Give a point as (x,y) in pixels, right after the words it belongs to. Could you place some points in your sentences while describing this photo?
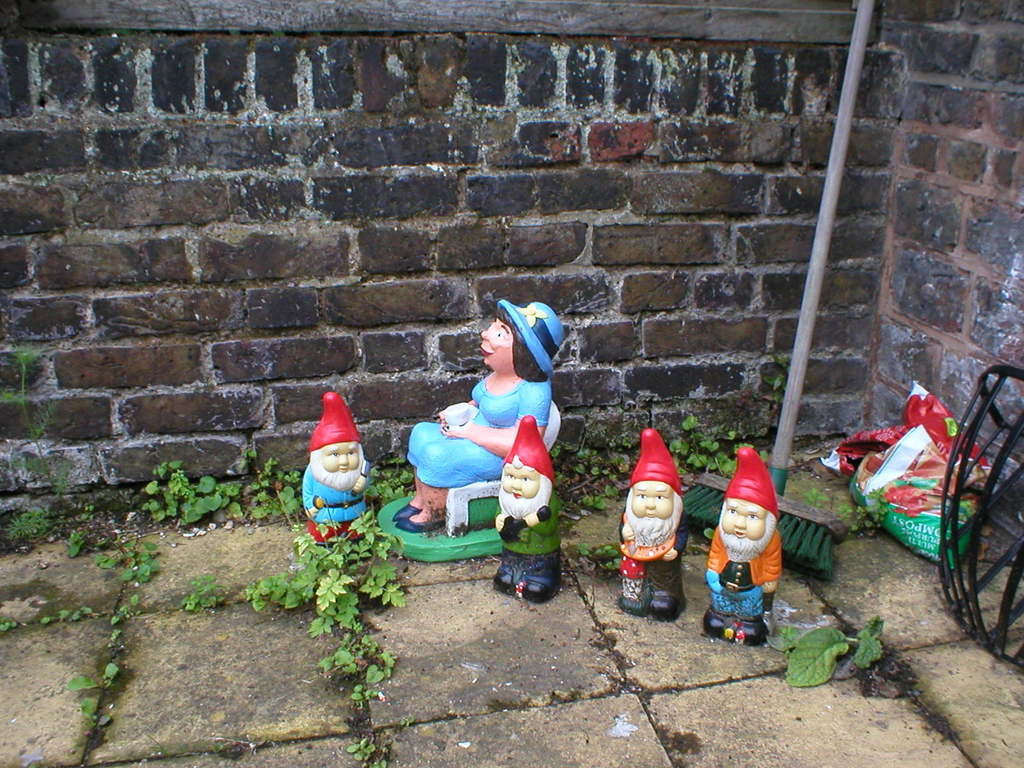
In the image we can see there are many toys (532,466) and the cleaning stick (837,151). Here we can see the grass (345,554), floor (485,664) and the brick wall (322,81).
